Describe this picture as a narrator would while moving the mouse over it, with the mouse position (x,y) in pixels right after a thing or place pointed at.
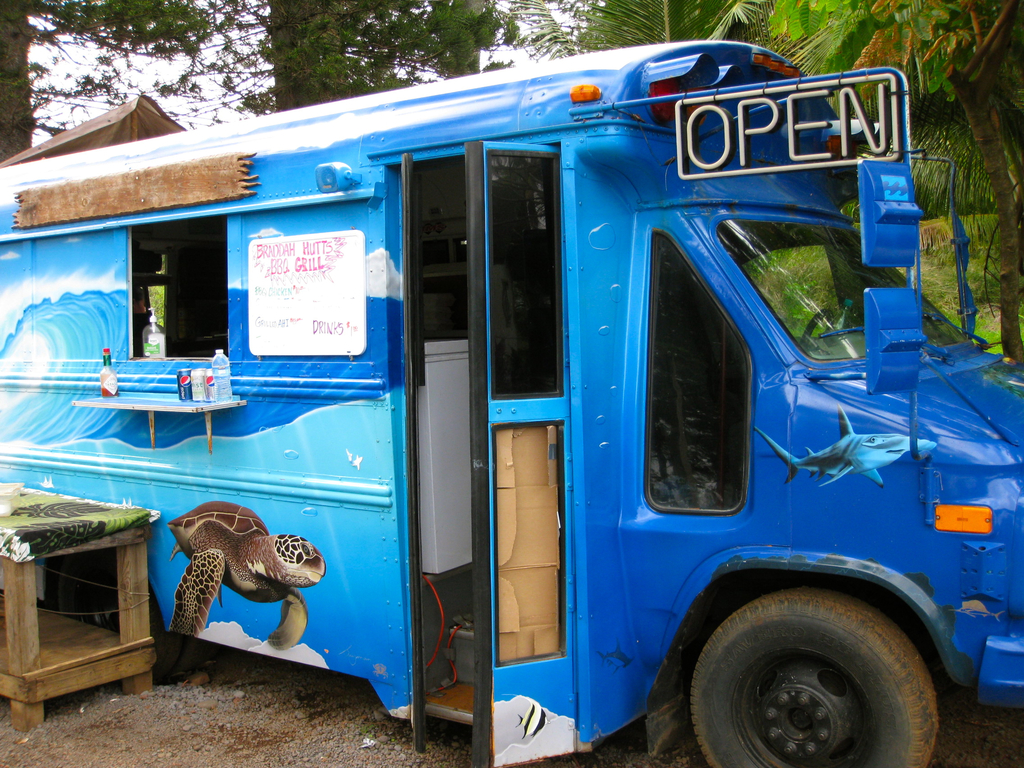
In the foreground (552,127) food truck (22,346) is there of blue in color, on which stand (156,400) is there on which bottle (114,391) and cans (202,391) are kept. In the left bottom (133,638), a table (58,632) is there. On the top (946,221) both side trees (1002,304) are visible and a sky (206,42) is visible. This image is taken on the road (312,764) during day time.
